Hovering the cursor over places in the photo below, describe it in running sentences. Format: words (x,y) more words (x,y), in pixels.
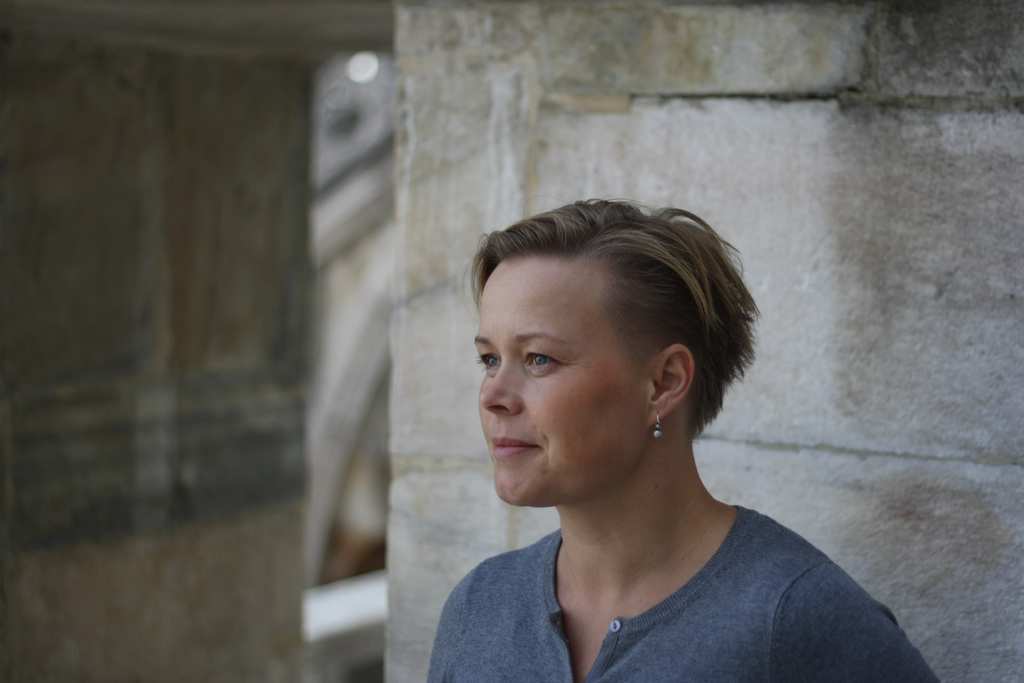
In this picture there is a person (626,475) with blue t-shirt (667,611) standing and smiling. At the back (230,235) there is a building (382,80).
